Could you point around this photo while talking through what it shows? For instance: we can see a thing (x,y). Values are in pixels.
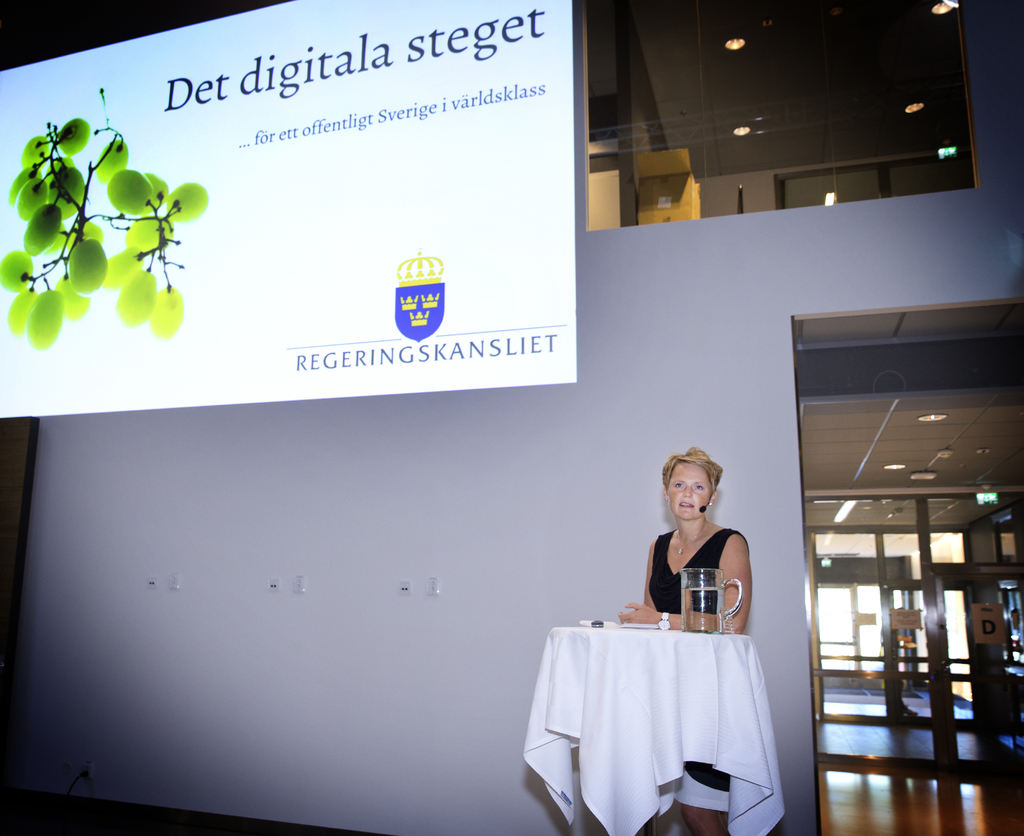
The woman (651,559) in the black dress (703,560) is standing. In front of her, we see a table (643,667) which is covered with white color cloth (661,707). On the table (748,665), we see a water jar (686,618). She is talking on the microphone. Behind her, we see a white wall (387,485). In the left top of the picture (225,56), we see a projector screen (279,289) with text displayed on it. On the right side (948,615), we see doors (890,639) and windows (827,615). At the top of the picture (715,106), we see the ceiling (874,142) of the room (609,113).
